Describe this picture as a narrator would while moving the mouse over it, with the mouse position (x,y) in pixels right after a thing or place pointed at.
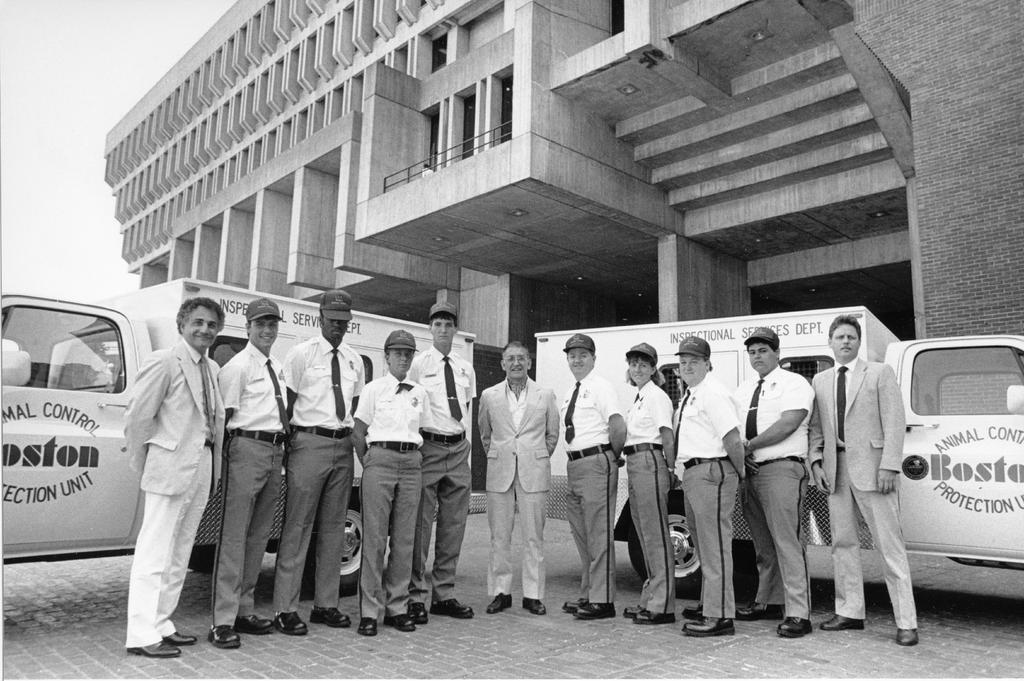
This is a black and white image. Here I can see few people (497,464) standing on the ground (620,666), smiling and giving pose for the picture. At the back of these people (414,475) there are few vehicles (948,399). In the background (548,75) there is a building (310,94). At the top of the image (99,65) I can see the sky (41,140).
